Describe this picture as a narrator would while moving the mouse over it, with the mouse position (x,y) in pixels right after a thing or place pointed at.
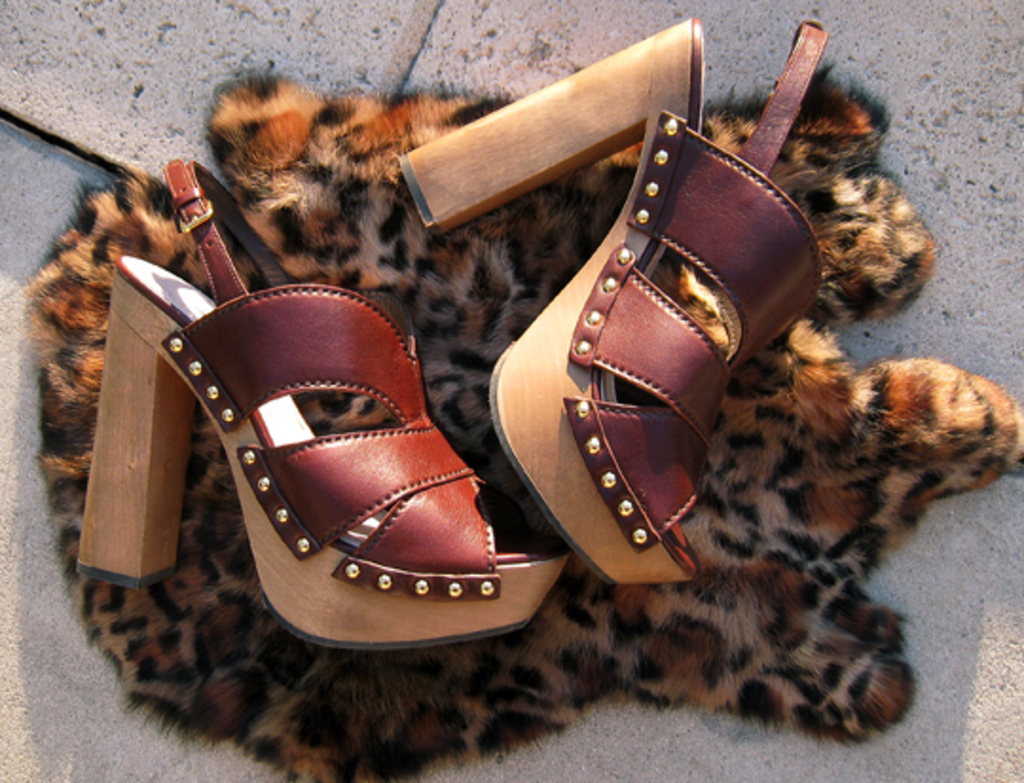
In this picture we can see an object (615,689) and sandals (728,296) on a surface (68,180).
